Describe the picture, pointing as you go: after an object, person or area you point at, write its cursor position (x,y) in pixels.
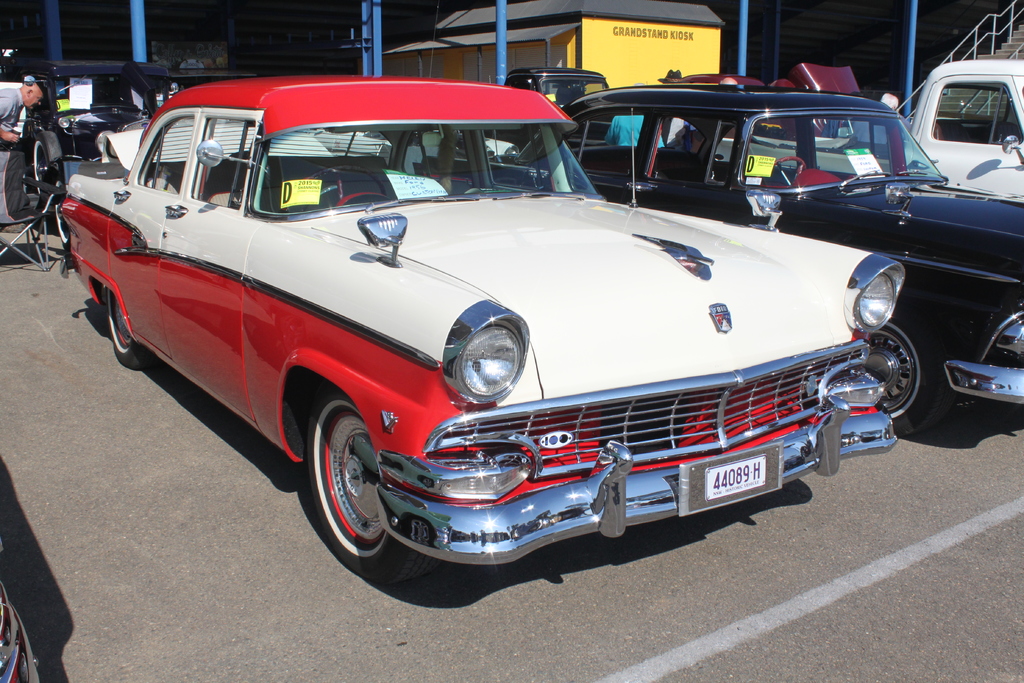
This is an outside view. Here I can see few cars (535,221) on the road (126,614). On the left side (3,132), I can see a person (6,115) is holding some metal objects (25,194) in the hand (17,139). In the background (344,63) there is a shed (267,32). On the right top of the image (1009,47) I can see the stairs (1009,44) and railing (999,35).
